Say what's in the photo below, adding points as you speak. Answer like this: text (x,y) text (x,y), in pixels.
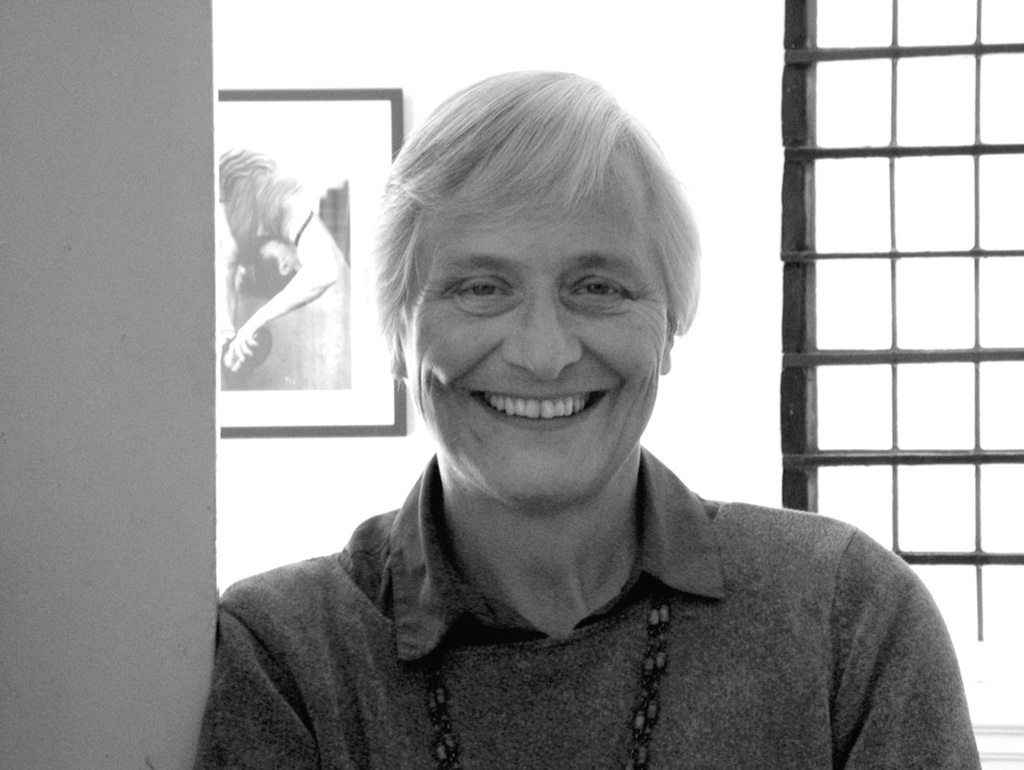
In this picture I can see a person (411,316) standing in front (392,546) and I see that, the person (462,501) is wearing a sweater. In the background (278,422) I can see a photo frame (245,291) on the wall (339,36) and on the right side of this picture (976,305) I can see the iron bars (805,178).
